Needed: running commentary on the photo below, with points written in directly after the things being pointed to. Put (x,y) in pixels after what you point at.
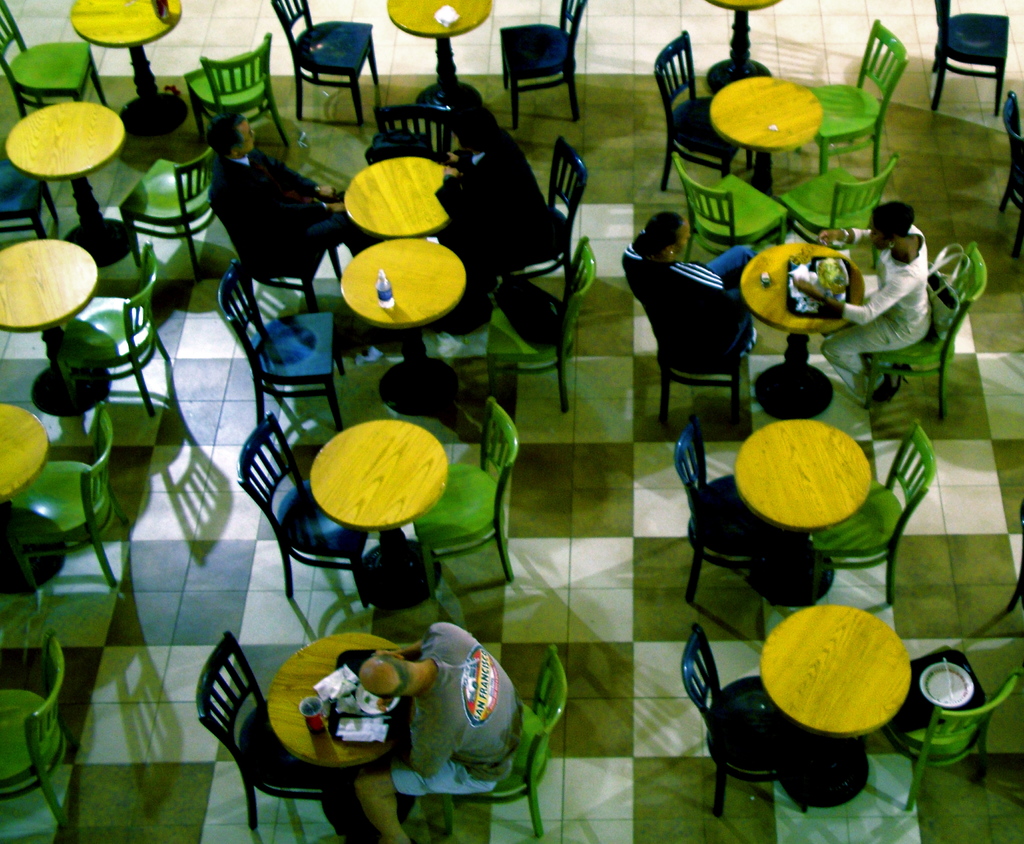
In the center of the image (422,397) we can see tables (400,499), chairs (339,542) are present. On the right side of the image (918,306) two persons (900,308) are sitting on a chair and some food items (827,278) are present on the table (785,271). At the bottom of the image (431,693) a man (411,697) is sitting on a chair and some food item (364,696) is present on the table (374,712). At the top of the image (440,199) two persons (462,216) sitting on a chair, a bottle (377,283) is present on the table (401,295). At the bottom right corner (938,681) a plate (929,682) is present on the chair (947,718). In the background of the image (644,606) floor (638,470) is there. At the top of the image (386,273) tables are present.
